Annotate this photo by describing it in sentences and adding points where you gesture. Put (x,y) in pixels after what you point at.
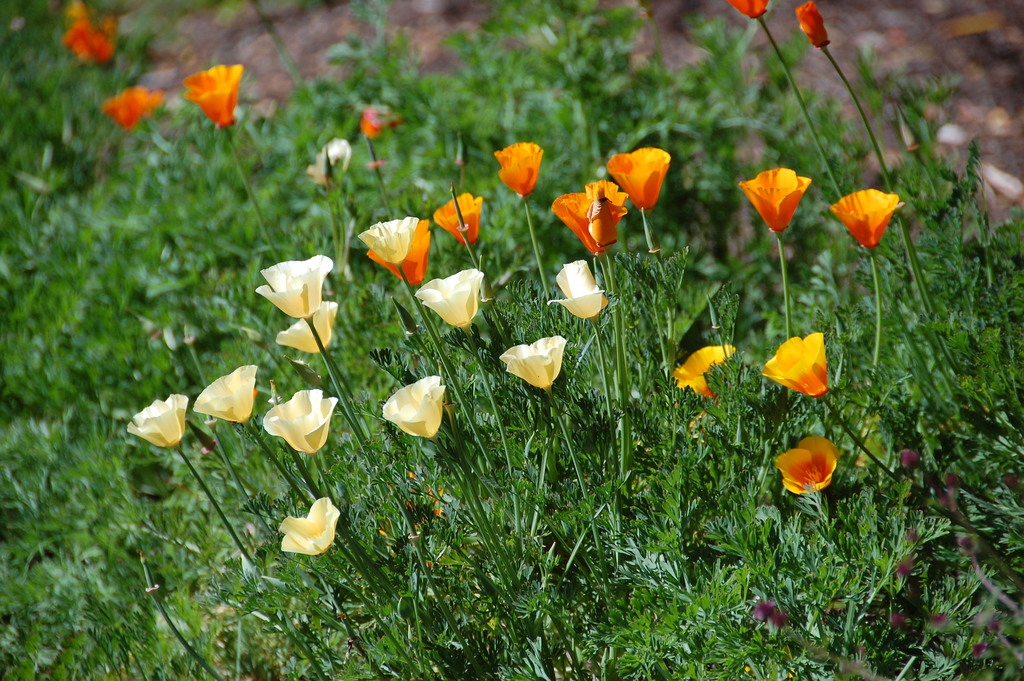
In the picture there are some plants (458,261) and there are beautiful flowers (460,320) to the plants (613,373).
